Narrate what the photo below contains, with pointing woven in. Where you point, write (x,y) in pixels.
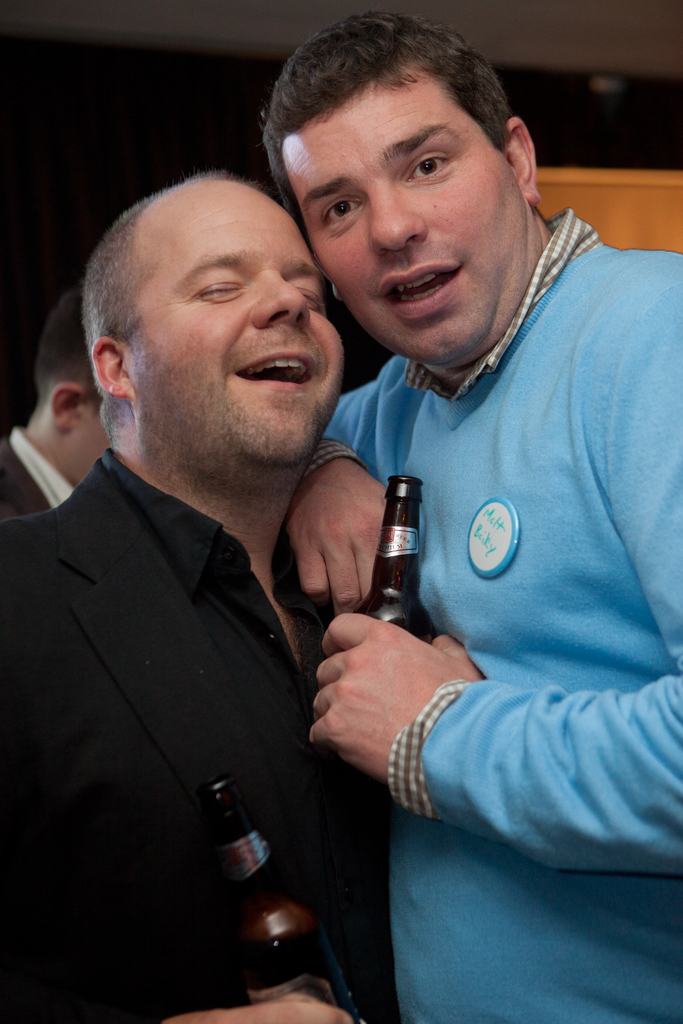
In this image, There are two people (428,839) standing and they are holding the beer bottles (265,867) which are in brown color, In the background (643,200) there is a yellow color box (603,195).
